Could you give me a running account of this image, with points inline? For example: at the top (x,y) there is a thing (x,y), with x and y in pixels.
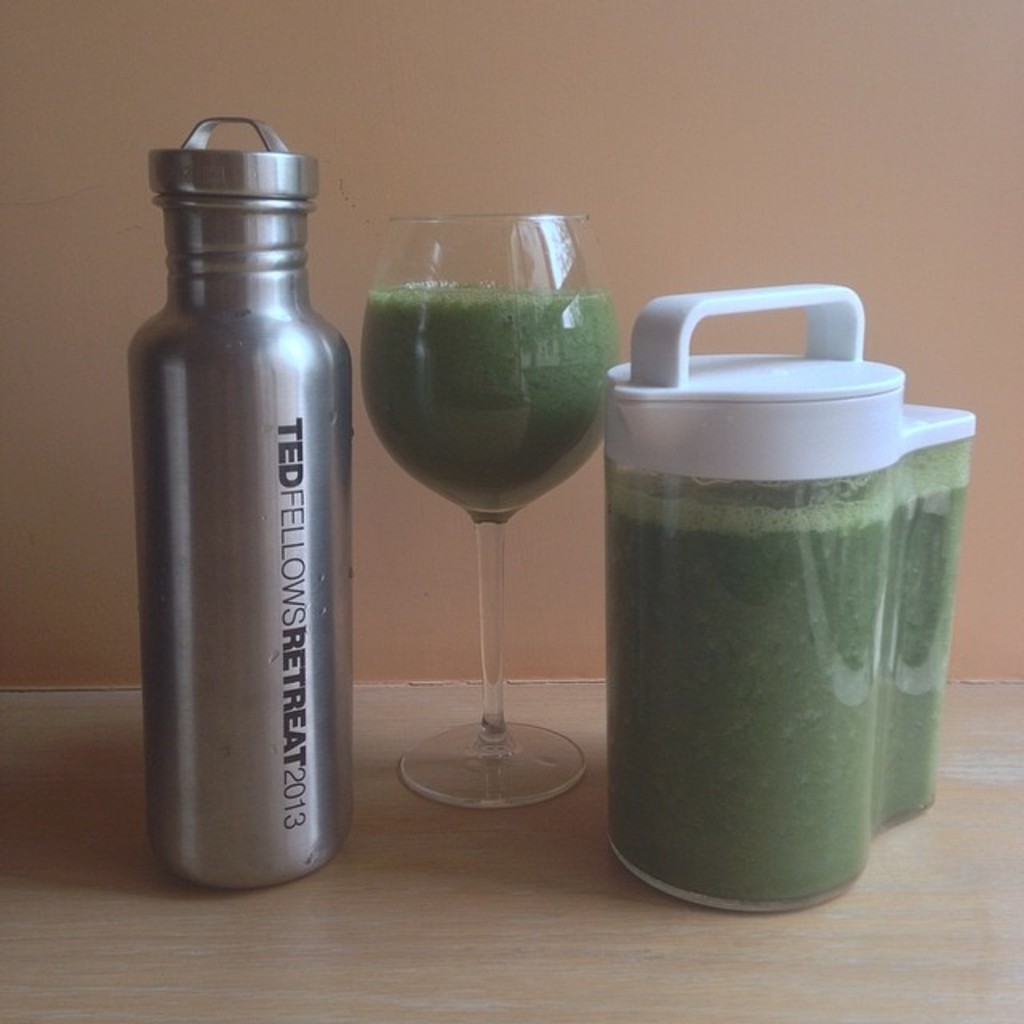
This image consists of a flask (279,586) and a glass (466,375) along with a container (834,607). And there is a green color juice (709,518) in the glass (572,471) and container (688,545) are kept on the desk (449,910). In the background (400,79), there is a wall (480,118).
